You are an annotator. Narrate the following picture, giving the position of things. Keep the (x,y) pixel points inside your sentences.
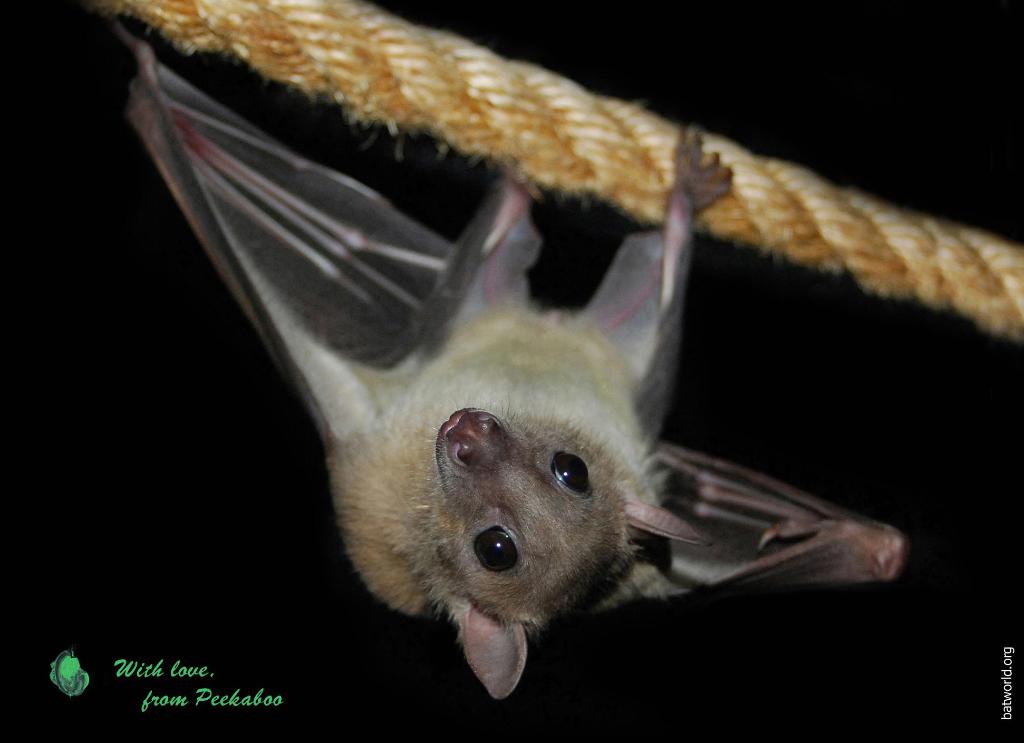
In the foreground of this image (627,393), there is a bat (591,541) up side down on a rope (805,173) and there is a black background (860,424).
